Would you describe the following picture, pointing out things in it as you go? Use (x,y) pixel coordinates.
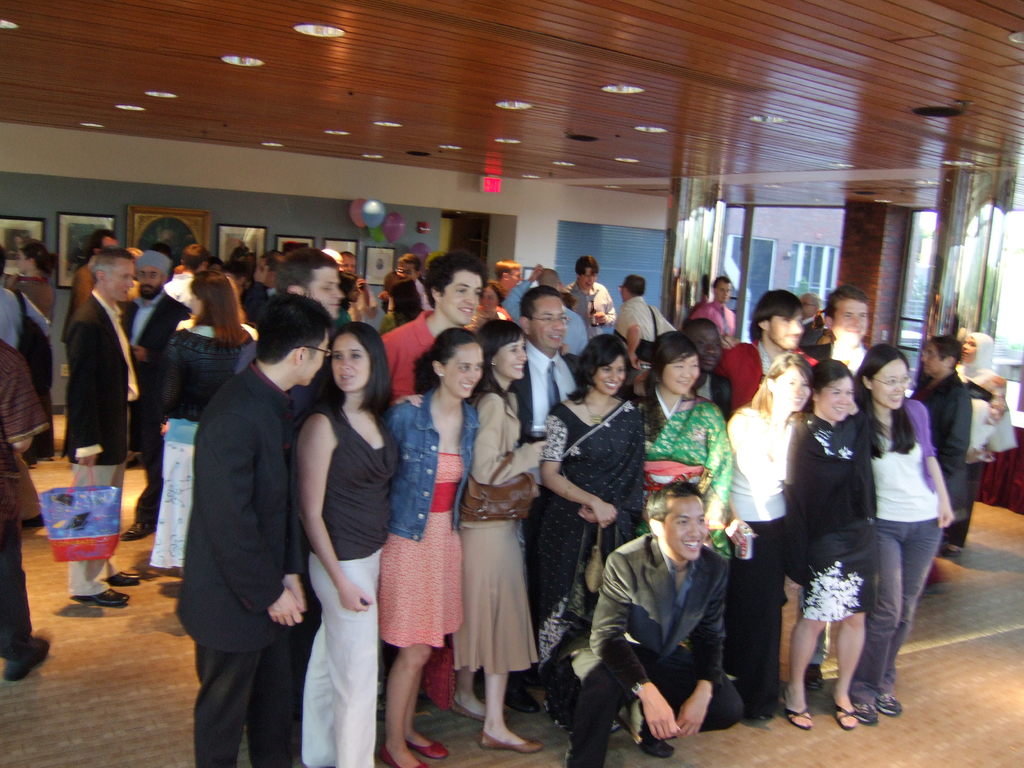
In this picture there is a group men (690,536) and women (362,373), standing in the front (680,635) and giving a pose into the camera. Behind there a blue color wall (53,238) with many photo frame (296,245) hanging on the wall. On the top ceiling (485,117) there is a wooden panel (564,128) with some spot lights (617,87).
